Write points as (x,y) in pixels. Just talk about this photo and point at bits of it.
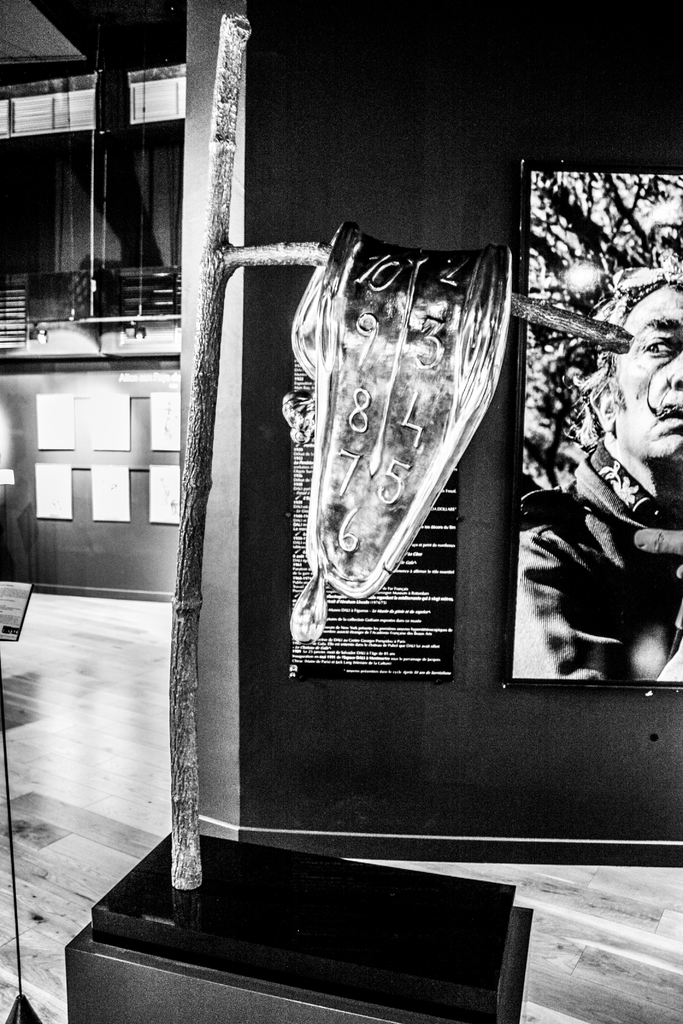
In this picture, we can see a black and white image, and we can see a pole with some objects (361,580), and we can see the wall (48,394) with posters (58,502), and we can see the ground (53,890), some objects (11,601) in the bottom left corner (15,917) and background of the picture (171,310).
